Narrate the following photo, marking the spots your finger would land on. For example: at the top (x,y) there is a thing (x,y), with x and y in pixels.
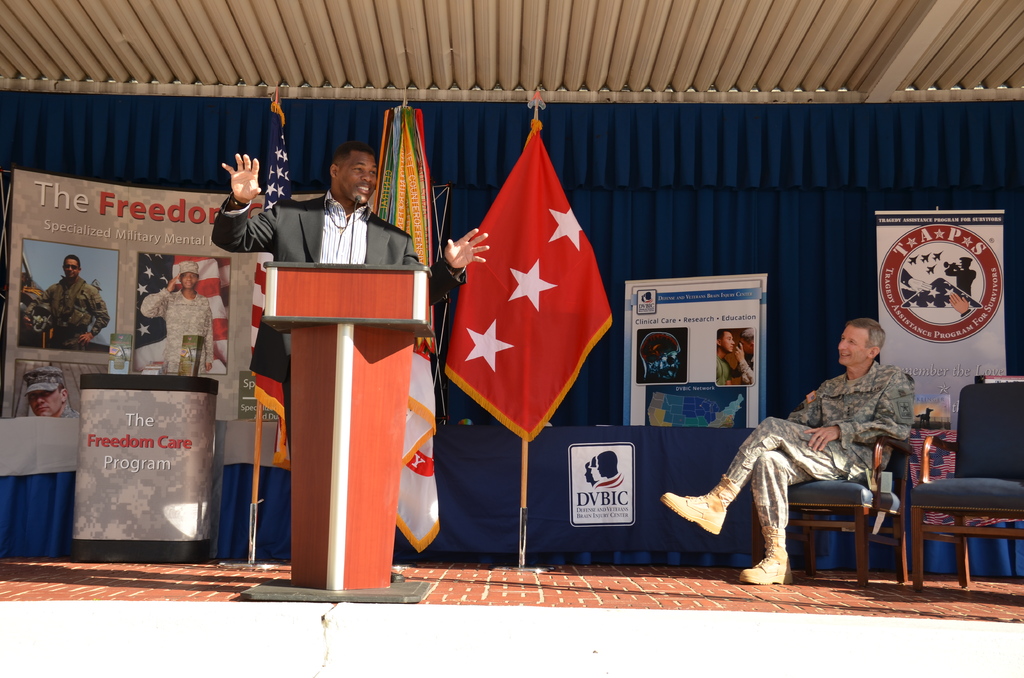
This image consist of two men (250,224). To the left (313,256), the man (367,166) standing near the podium (335,519) is talking. To the right (830,462), the man (788,436) wearing a army dress (765,480) is sitting in a chair (875,448). In the background (183,156), there is a blue color cloth (197,135) on which banners (893,280) are fixed. In the middle (510,381) there is a red flag (550,239).
